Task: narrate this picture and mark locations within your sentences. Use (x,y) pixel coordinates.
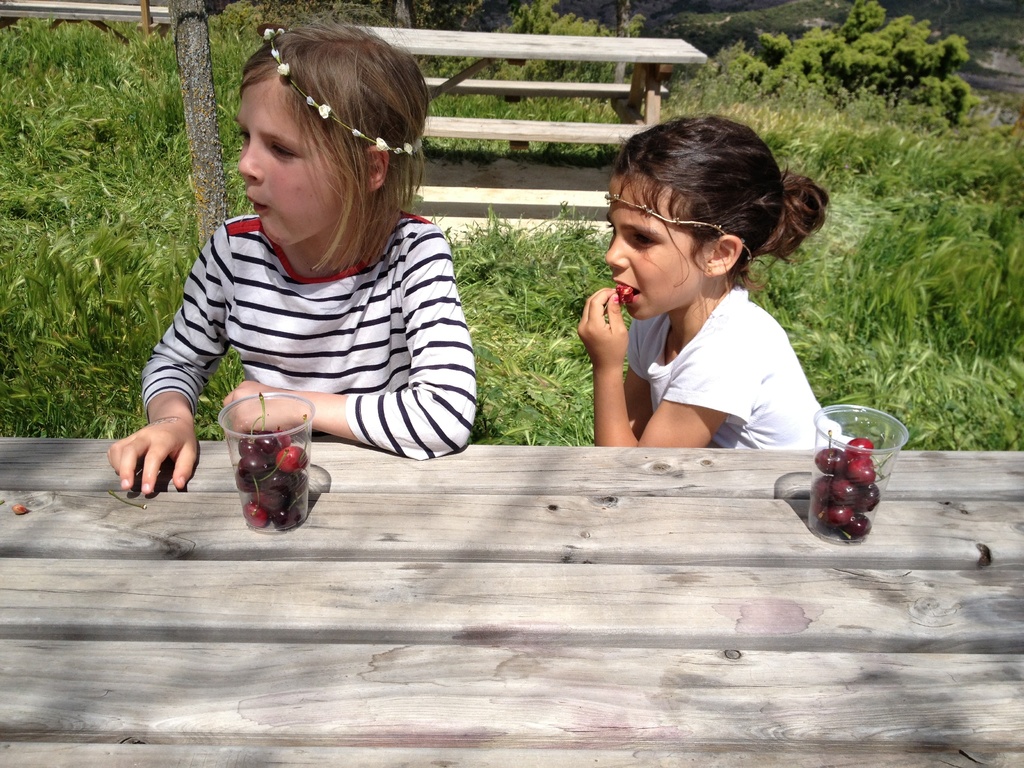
In the image in the center (443,393) we can see two girls (616,234) were sitting. In front of them we can see table (628,663), on table (628,663) we can see 'fruit' (835,489) in glasses (255,460). Coming to the background (612,37) we can see the bench (532,57) and grass (845,163).
